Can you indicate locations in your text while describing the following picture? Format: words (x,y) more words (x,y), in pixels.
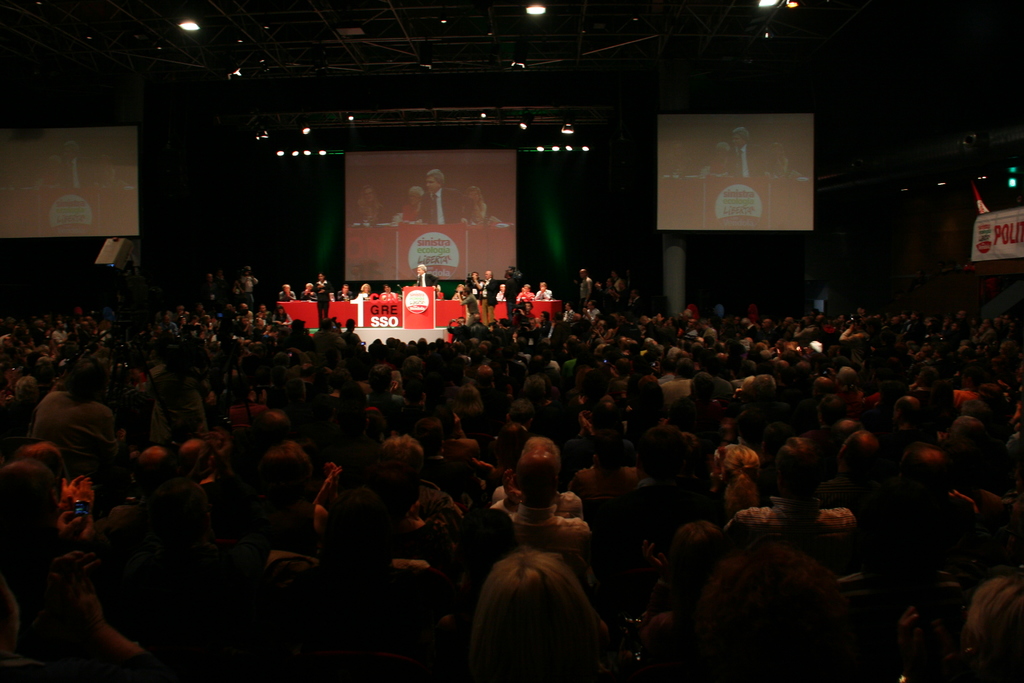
In this image there are group of persons (564,449) sitting, there are persons (481,285) standing, there is a podium (418,301), there is text (424,305) on the podium (424,304), there are screens (488,217), there is a board (976,237) towards the right of the image (995,231), there is text (1011,237) on the board (994,241), there is a flag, there is the roof (583,66) towards the top of the image (556,68), there are lights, there is a pillar (681,262).
